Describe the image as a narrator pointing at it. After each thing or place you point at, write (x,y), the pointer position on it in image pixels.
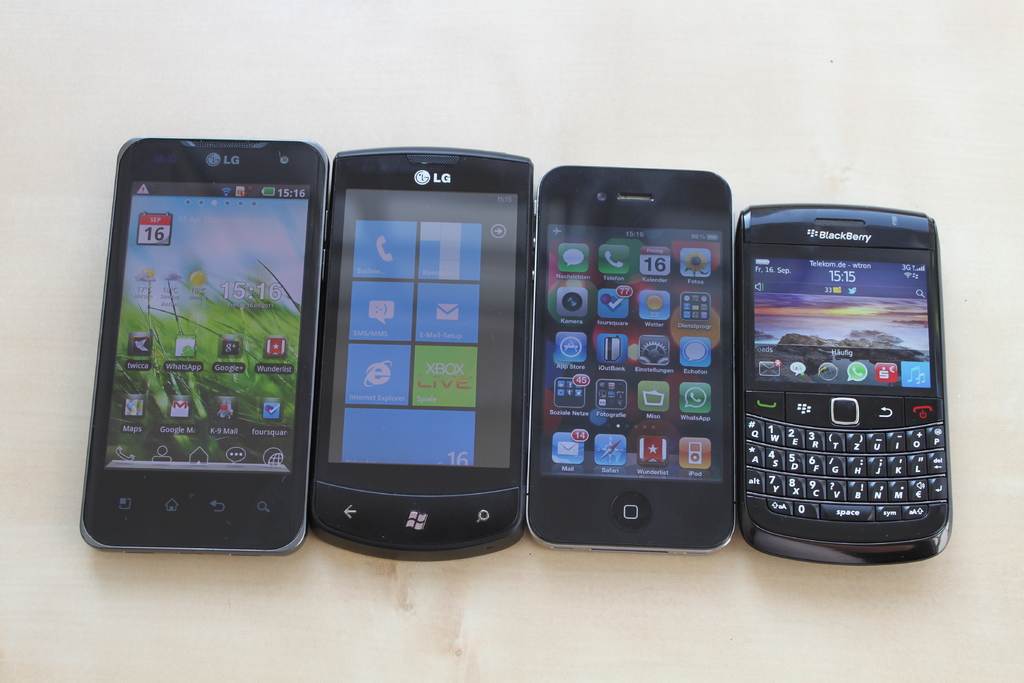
In this image there are four mobile phones (517,361) on the table (721,170) one beside the other.
